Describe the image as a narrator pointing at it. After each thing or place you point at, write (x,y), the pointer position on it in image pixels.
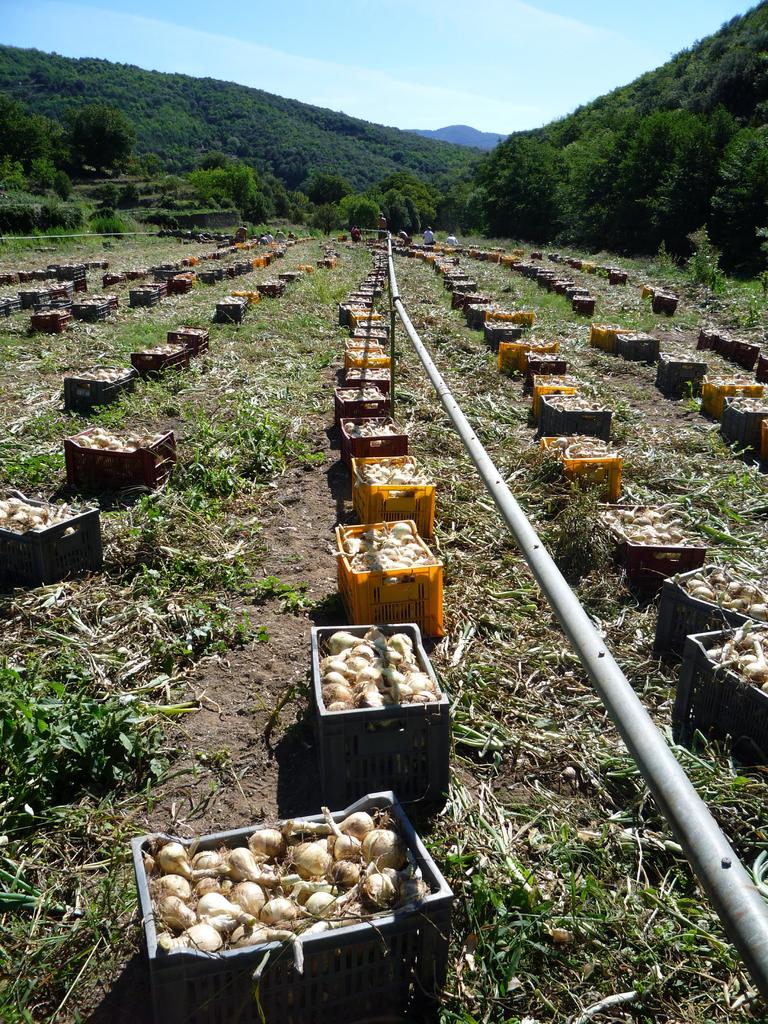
In this image, there is an outside view. There are some baskets (363,517) contains onions (362,354). There is a pipe (434,382) in the middle of the image (435,382). There is a hill (341,116) and sky (347,88) at the top of the image (313,121).
